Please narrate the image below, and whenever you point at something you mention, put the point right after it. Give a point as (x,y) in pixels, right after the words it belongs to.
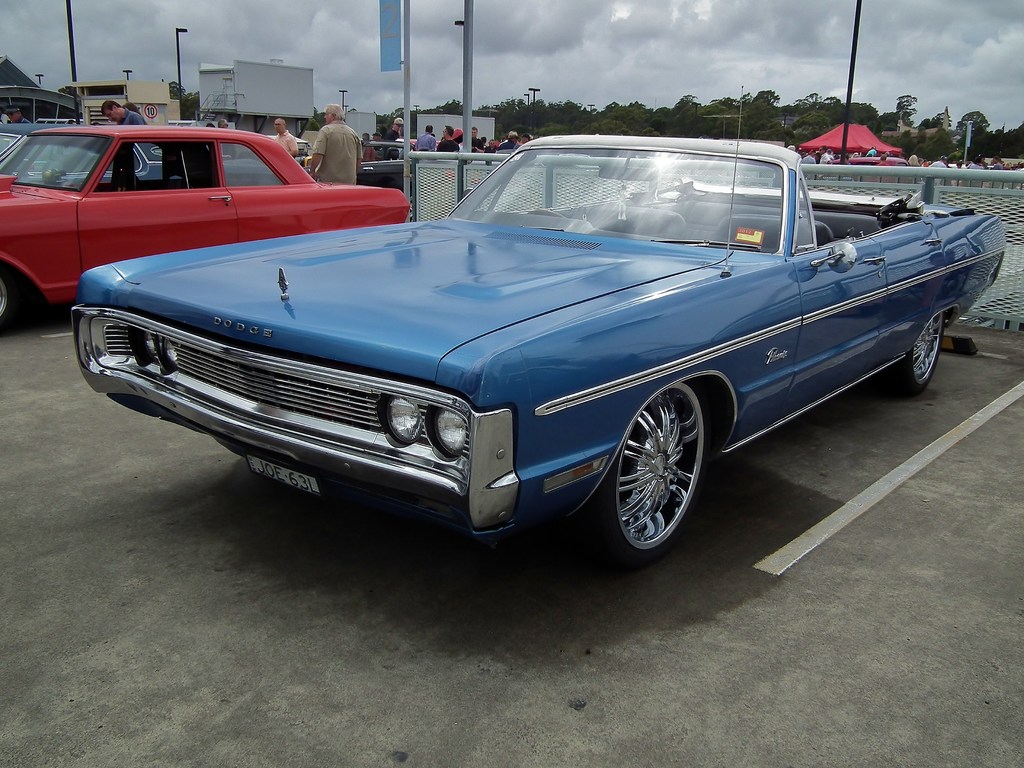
In this image in the center (511,291) there are some vehicles (145,170), and also there are some persons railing (533,196). And in the background (161,97) there are some buildings (32,114), trees (904,104), poles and at the bottom (585,584) there is walkway (357,552). And at the top of the image (314,66) there is sky (554,66).
